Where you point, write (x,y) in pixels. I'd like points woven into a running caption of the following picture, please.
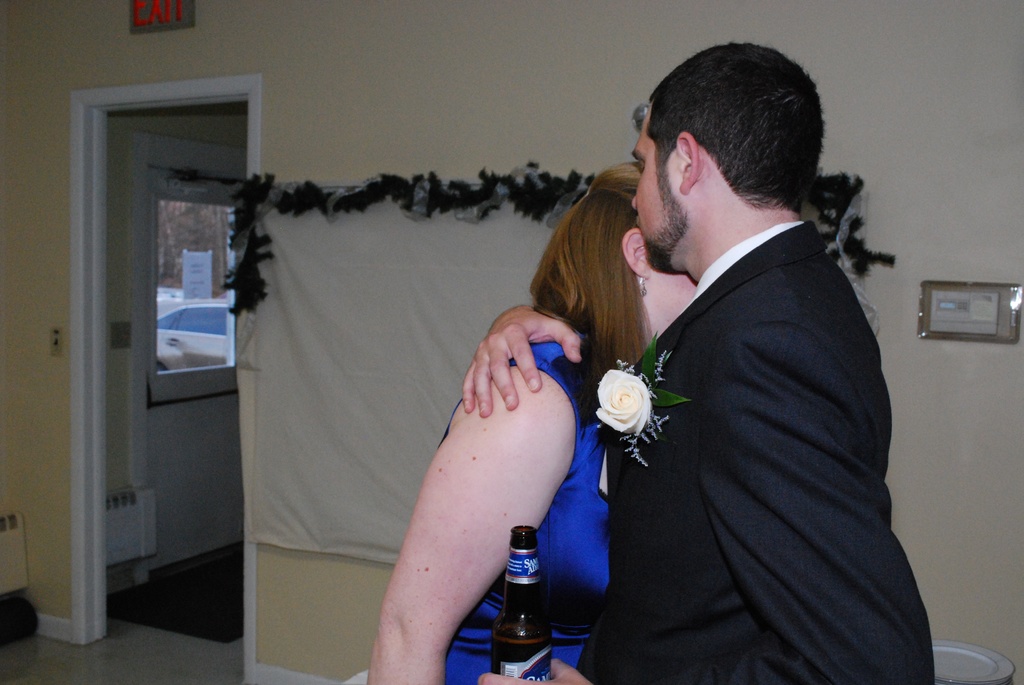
In the image we can see the people (825,445) who are hugging each other and one of them is holding beer bottle (519,613) in hand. At the back (385,50) there is wall (368,69) which is in cream colour and there is white cloth (365,407) which is spread on the wall (357,575) and there is a decoration (260,204) over it.
